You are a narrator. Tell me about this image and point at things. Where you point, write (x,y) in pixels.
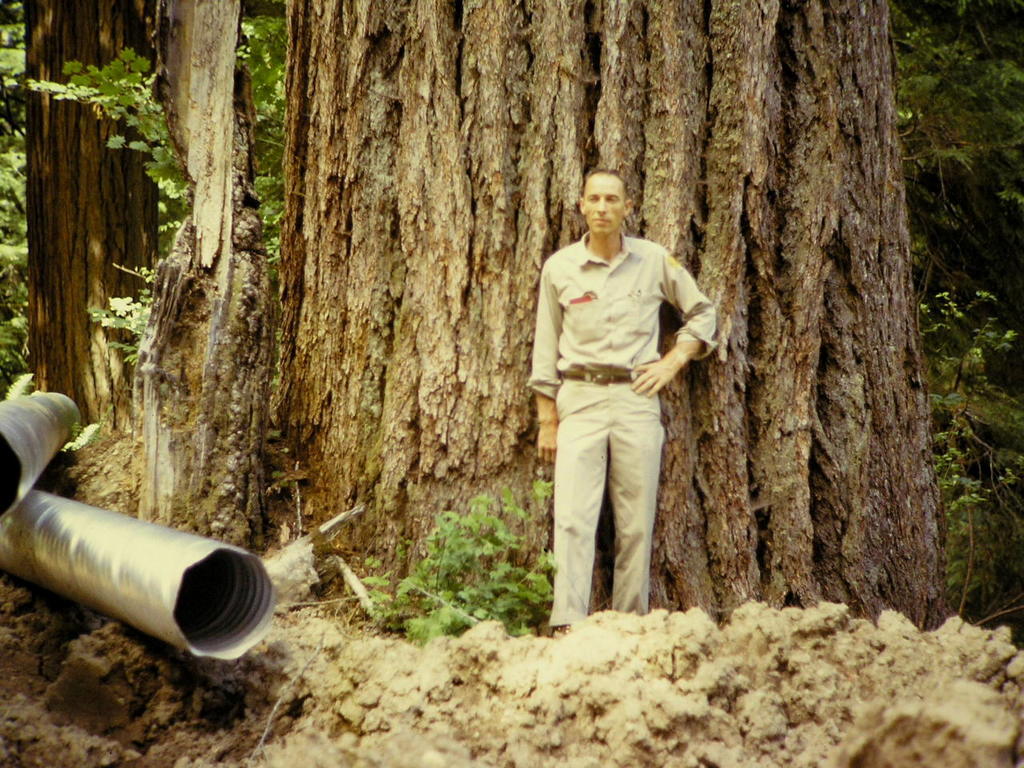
In this image we can see a man (650,468) standing beside the bark (672,493) of a tree (600,591). We can also see some plants (489,587), metal poles (195,589) and some trees (251,95).
